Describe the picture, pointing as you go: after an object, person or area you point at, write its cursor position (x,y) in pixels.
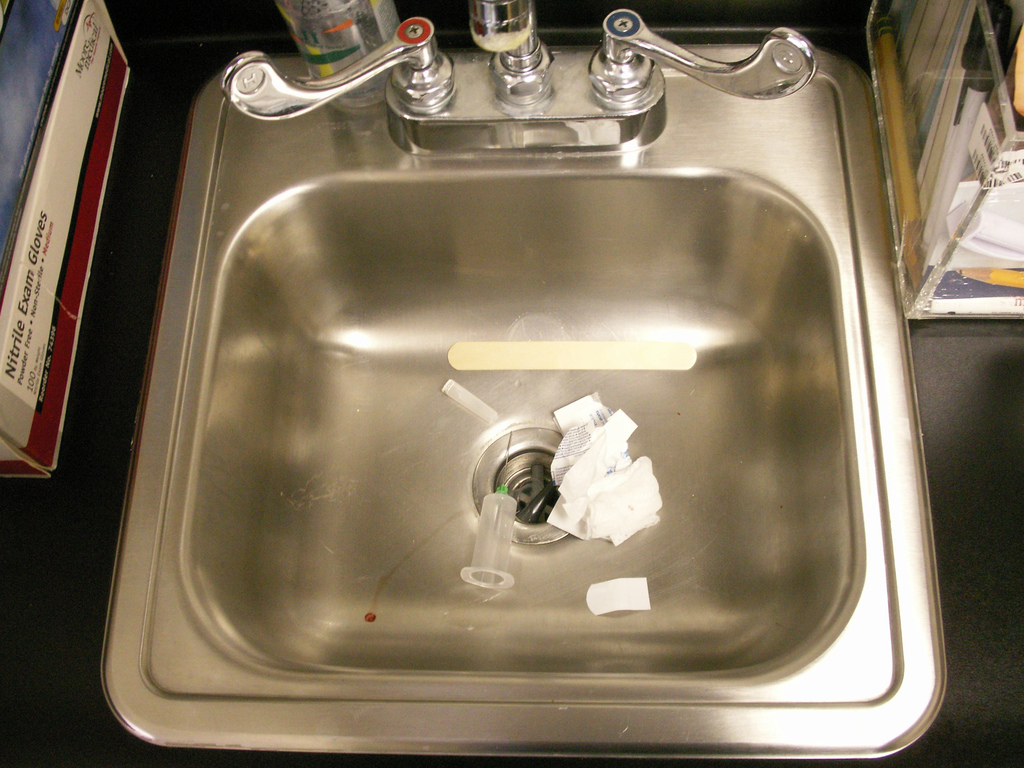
In the center of the image (482,509) there is a sink (332,606) and we can see a syringe (498,560), papers (608,537) and a tube (482,405) placed in the sink (356,427). On the left (91,188) there are boxes (65,148). On the right (912,114) we can see a container (961,200) placed on the table (965,471).
